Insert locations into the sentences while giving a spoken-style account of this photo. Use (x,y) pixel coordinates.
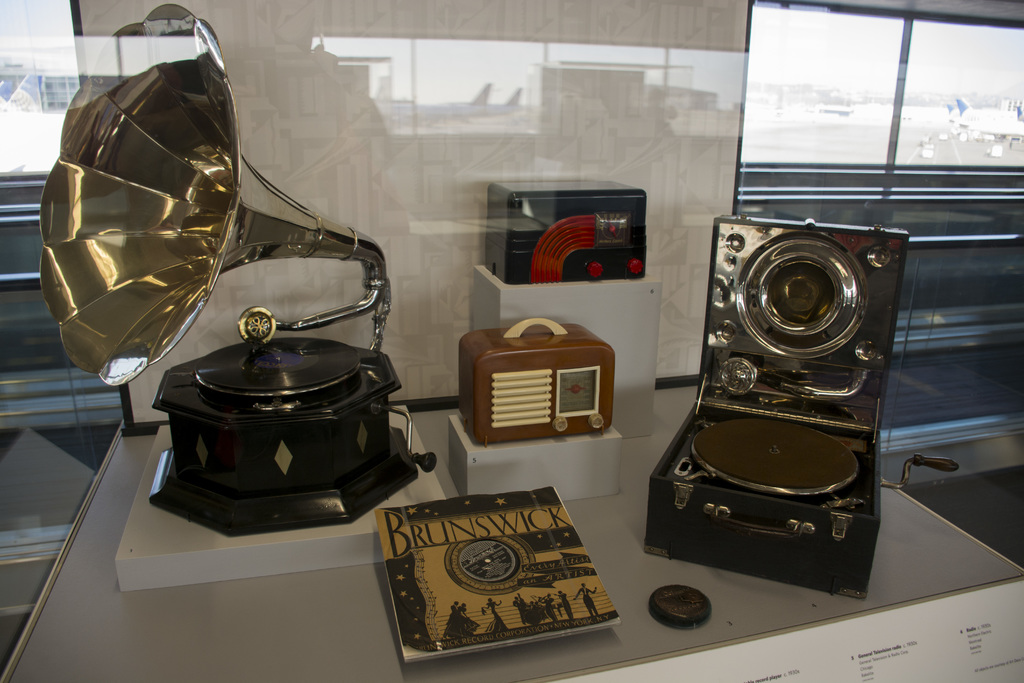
In this image I can see few audio devices (594,359). They are in different color.
